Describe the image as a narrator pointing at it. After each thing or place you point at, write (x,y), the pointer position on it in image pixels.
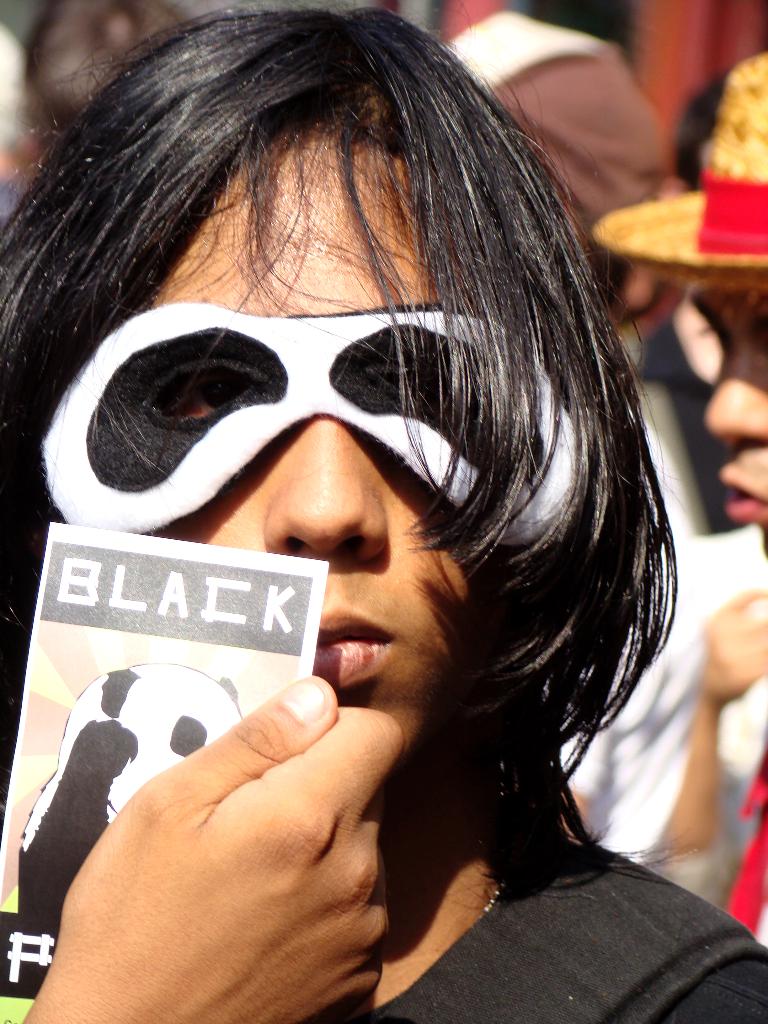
In this image I can see number of people (394,176) and in the front (168,425) I can see one of them is wearing eye mask (351,331). I can also see she is holding a card (48,558) and on it I can see something is written. I can see this image is little bit blurry in the background (579,42) and on the right side (757,293) I can see one person (691,278) is wearing a hat (648,200).
